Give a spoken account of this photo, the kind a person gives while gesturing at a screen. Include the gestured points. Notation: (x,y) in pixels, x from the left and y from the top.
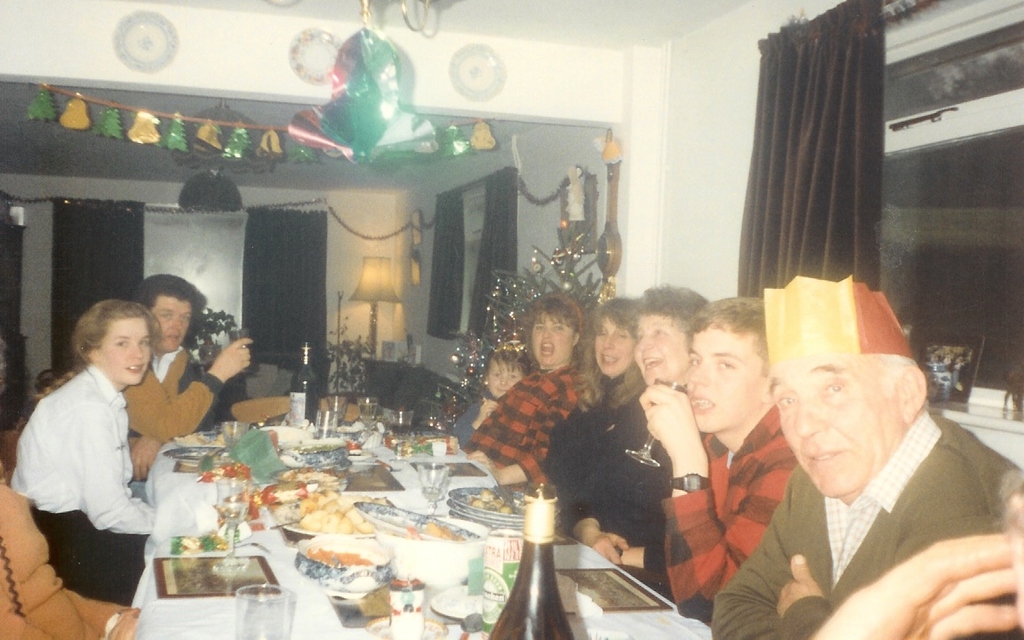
On the left side of the image (63,497) we can see some persons (129,458) are sitting on chairs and having some food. In the middle of the image (437,251) we can see a table (205,633) on which some food items (412,531) are there, a lamp (377,287) and curtain (325,248) is there. On the right side of the image (836,618) we can see some persons (758,483) are sitting on chairs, a window (975,226) and curtain (854,262) is there.
